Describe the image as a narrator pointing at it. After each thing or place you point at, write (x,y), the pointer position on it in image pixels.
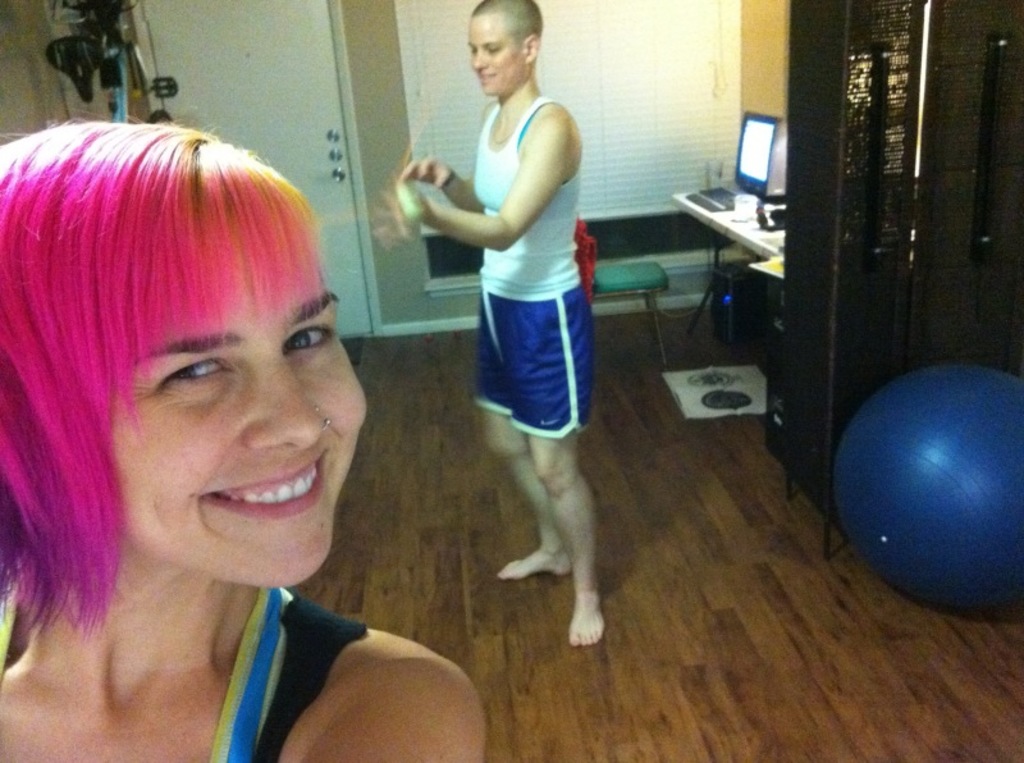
In this image there are two people (90,684), behind them there is a window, computer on the table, cupboard (858,313) and ball (946,592).
